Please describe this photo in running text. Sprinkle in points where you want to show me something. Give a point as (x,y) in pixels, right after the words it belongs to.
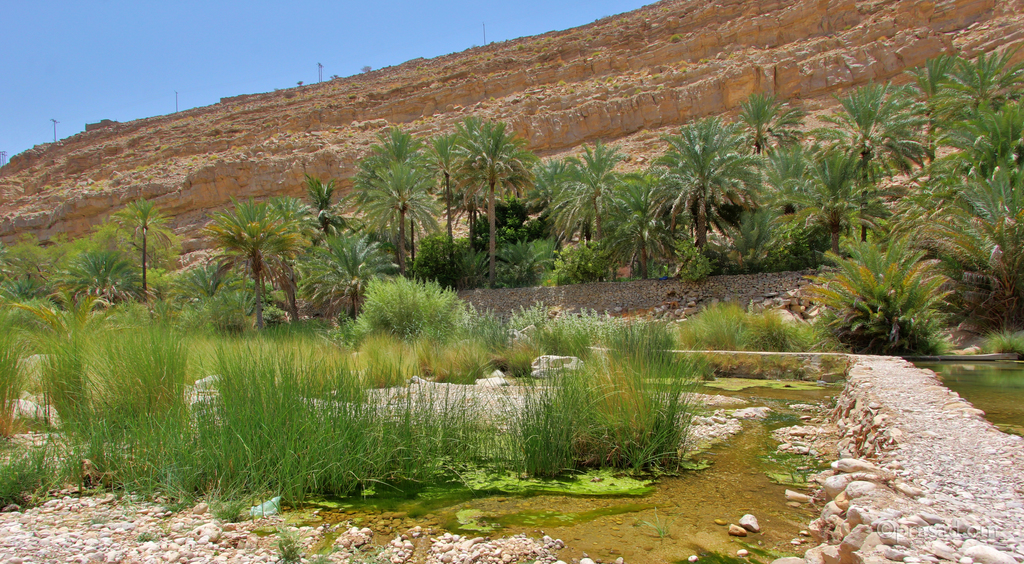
In this image I can see number of trees (748,193) and bushes (345,338) in the front (589,325). In the background (52,3) I can see few poles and the sky (206,83).
